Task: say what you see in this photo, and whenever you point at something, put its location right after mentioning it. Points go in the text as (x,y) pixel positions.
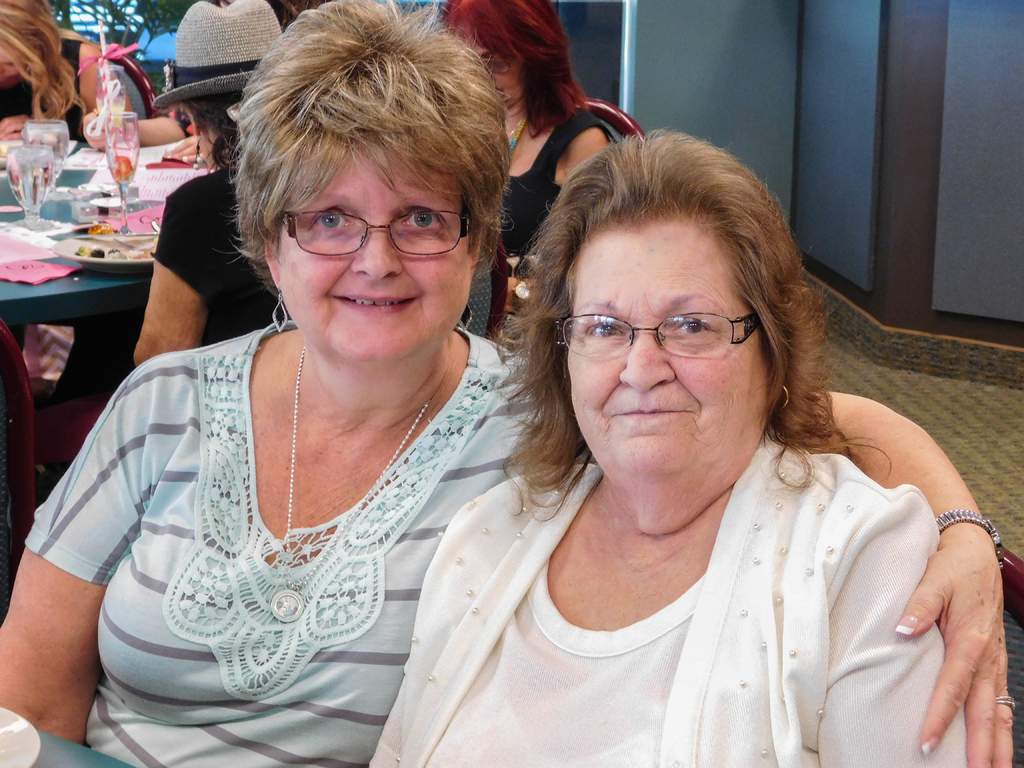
In this picture we can see two women (417,660), they are wearing spectacles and in the background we can see a group of people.
